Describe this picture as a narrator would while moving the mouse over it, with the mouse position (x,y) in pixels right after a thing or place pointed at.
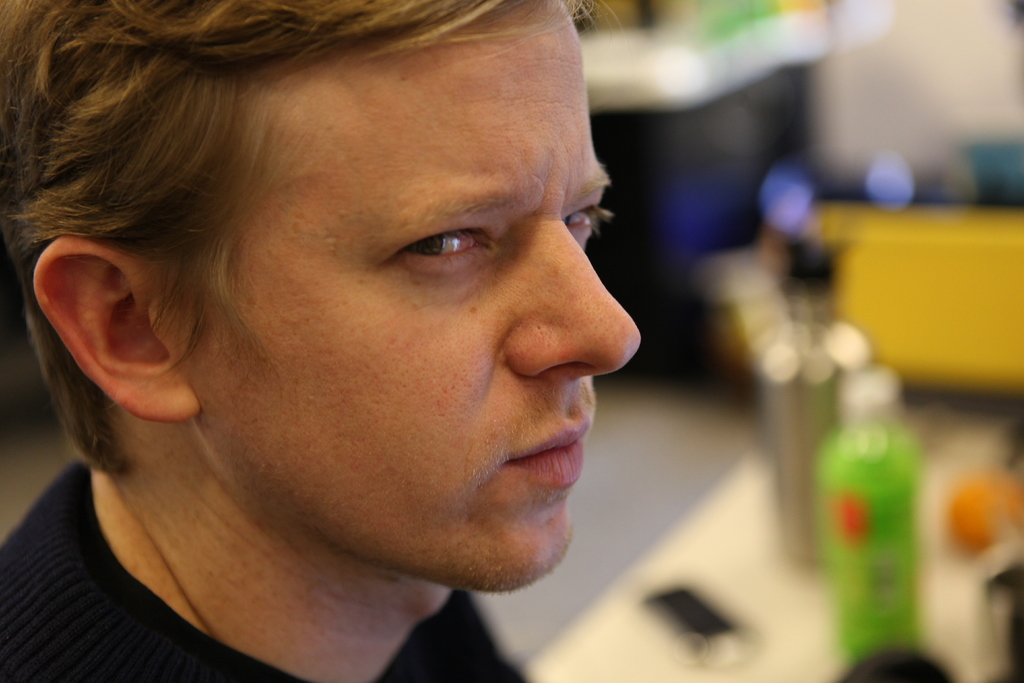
In this picture I can see a man (302,453) and couple of bottles (797,512) on the table (627,644) and I can see blurry background (856,9).
